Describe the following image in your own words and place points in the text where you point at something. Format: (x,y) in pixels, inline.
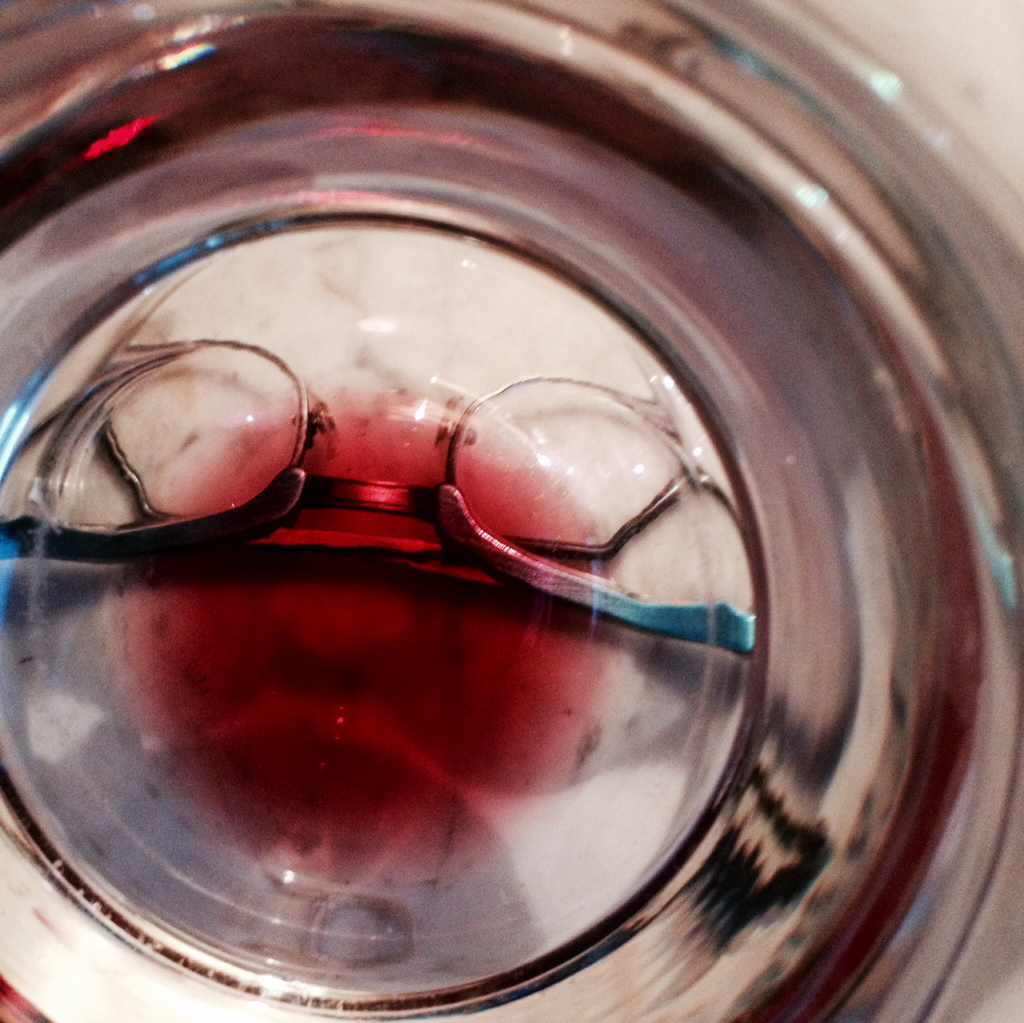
In this image we can see a spectacle (446,529) and red liquid (408,683) in a bowl (579,283).
